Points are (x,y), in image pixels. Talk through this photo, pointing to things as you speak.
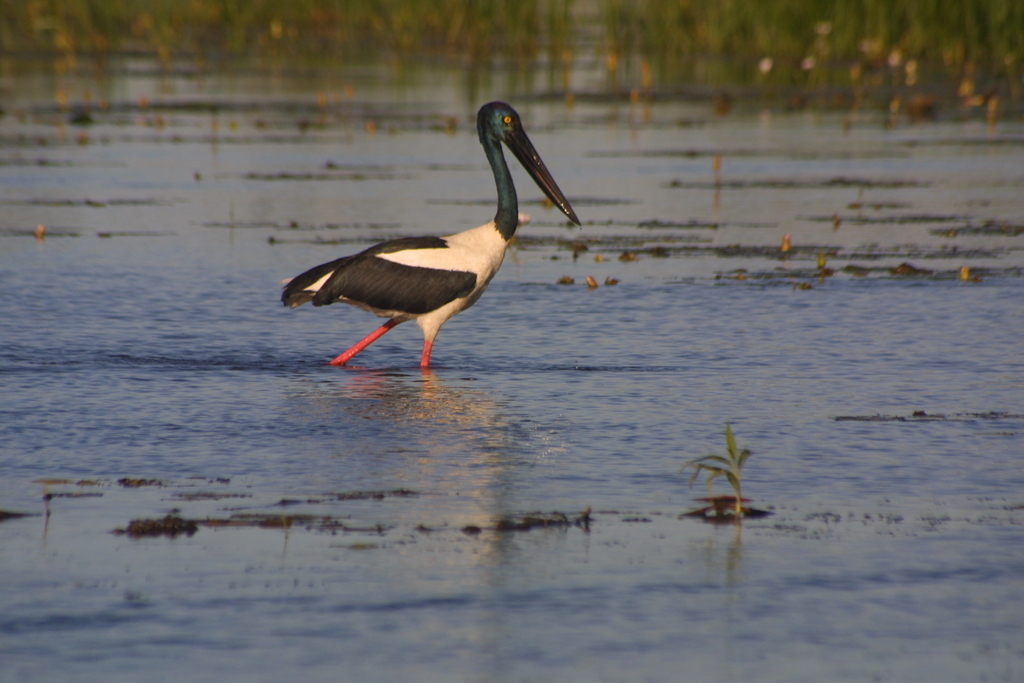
In this image I can see a bird (496,180) which is in black and white color walking in water (443,231), at background (376,18) I can see few plants (627,9) in green color.
